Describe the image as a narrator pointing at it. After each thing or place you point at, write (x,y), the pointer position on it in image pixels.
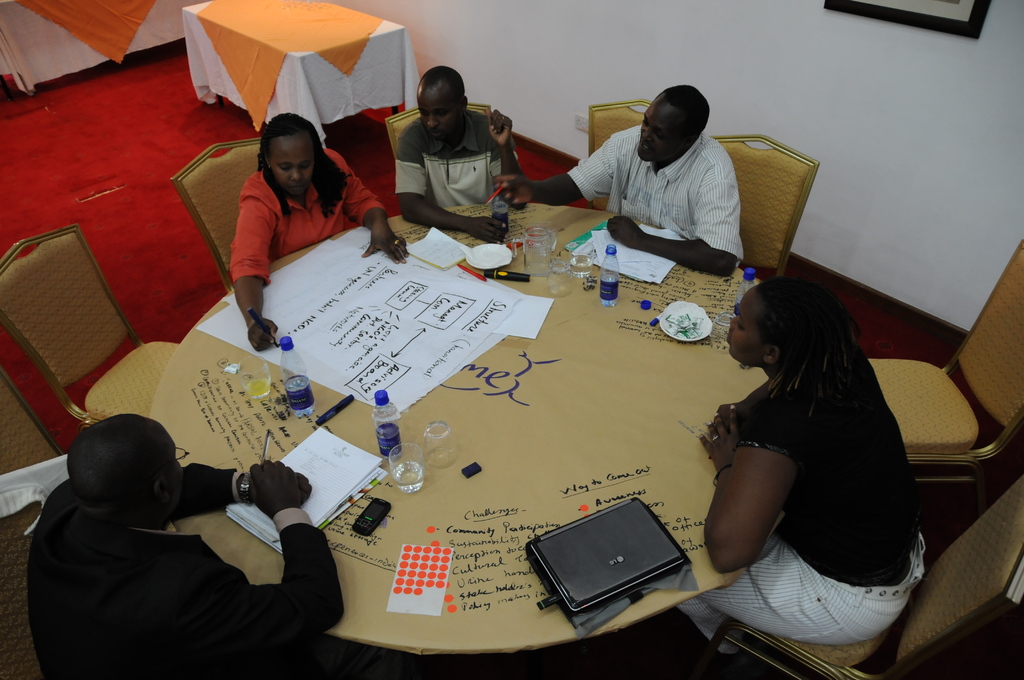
In the picture we can see five person (118,519) were sitting around the table (582,384). And in the center (403,241) the lady (308,196) she is writing something on the paper (344,329) with the marker (255,322). And rest of the people (612,174) were looking at that paper (441,356), and table (612,463) contains some objects (403,445) like water bottle (392,437), glasses (434,449), books (352,477), papers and phones (382,508) etc. Back of them there is a wall (698,31) with the photo frame (888,3). And on the top (214,61) there is a table (291,47) covered with cloth (333,76).
